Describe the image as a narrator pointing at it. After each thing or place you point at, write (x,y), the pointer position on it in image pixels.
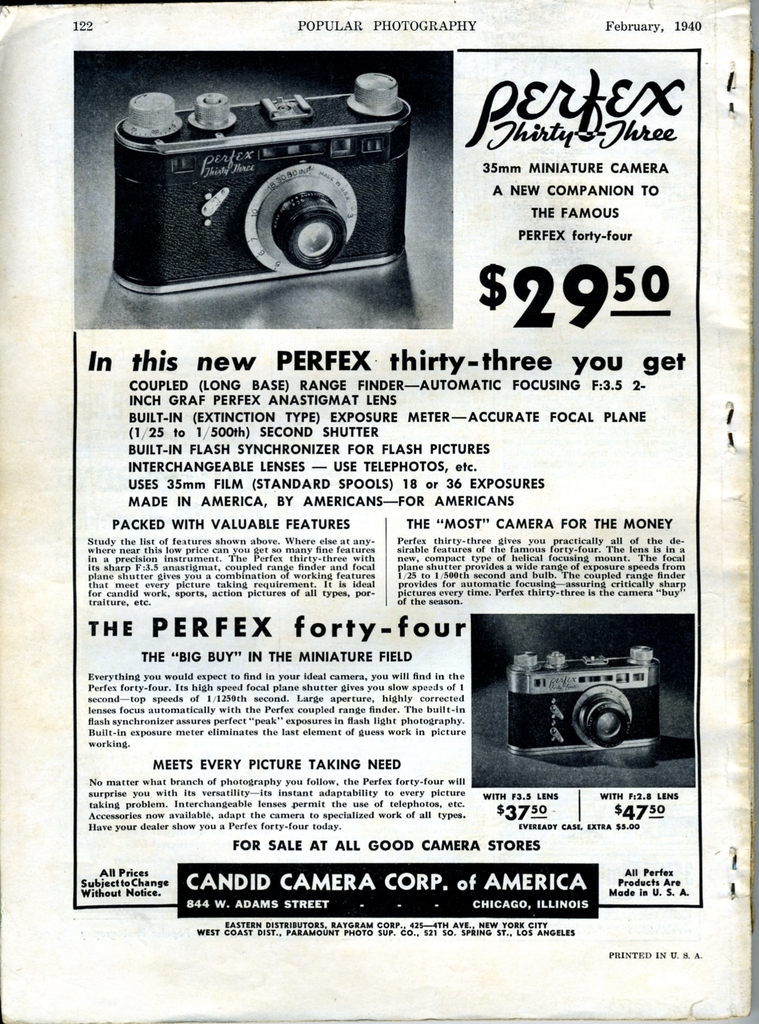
This image consists of a poster (358,119) on which I can see some text (297,502) and two images (291,181) of a camera (260,275).
